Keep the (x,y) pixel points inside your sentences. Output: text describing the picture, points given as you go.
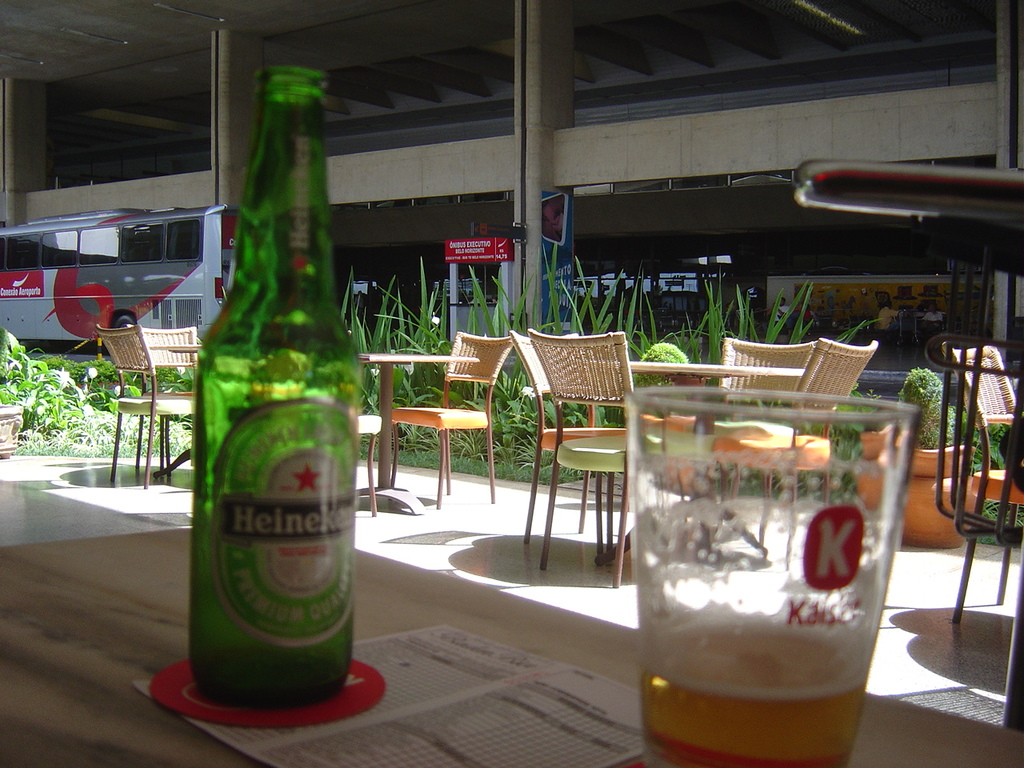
At the bottom of the image (48,708) there is a table (14,629) with bottle (224,543), paper (407,639) and glass (837,558) with liquid (685,671) in it. Behind the table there are few tables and chairs (816,375). And also there are small plants (9,404) with leaves (97,420). Behind the plants (510,372) there is a bus (149,266). In the background (254,105) there is a building (491,100) with walls (459,221), pillars (544,15), posters (462,251) and also there are few people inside the building (652,251). On the right side of the image (999,345) there is a rod (956,299).
